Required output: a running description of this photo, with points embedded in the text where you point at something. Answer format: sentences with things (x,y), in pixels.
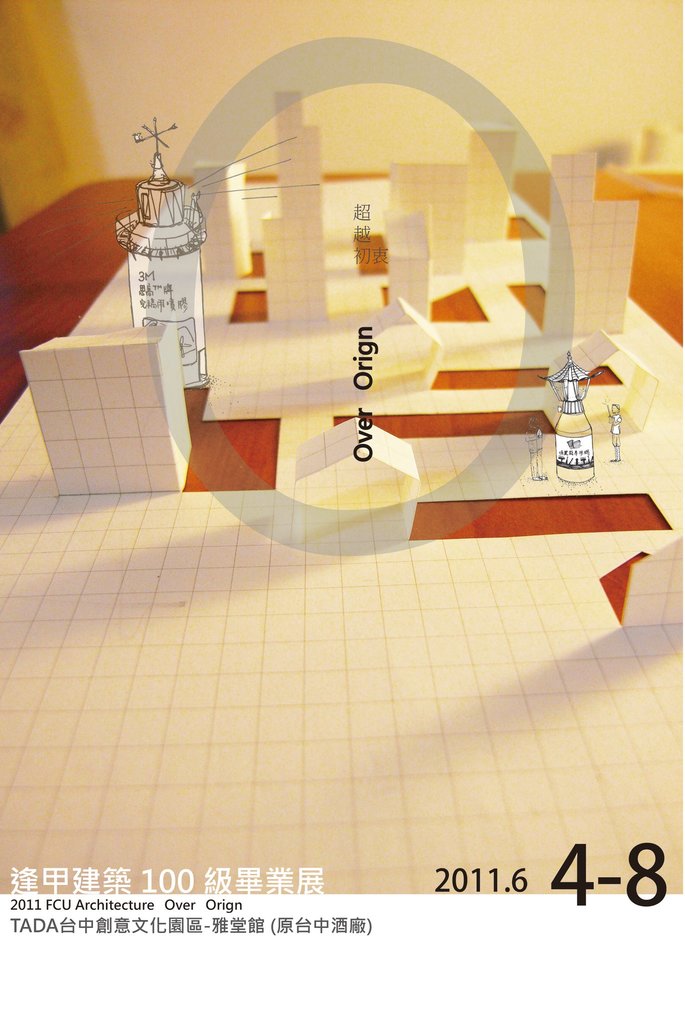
In this image we can see some paper art (345,673) which is placed on the table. We can also see some graphical effects (205,422) and some text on it.
